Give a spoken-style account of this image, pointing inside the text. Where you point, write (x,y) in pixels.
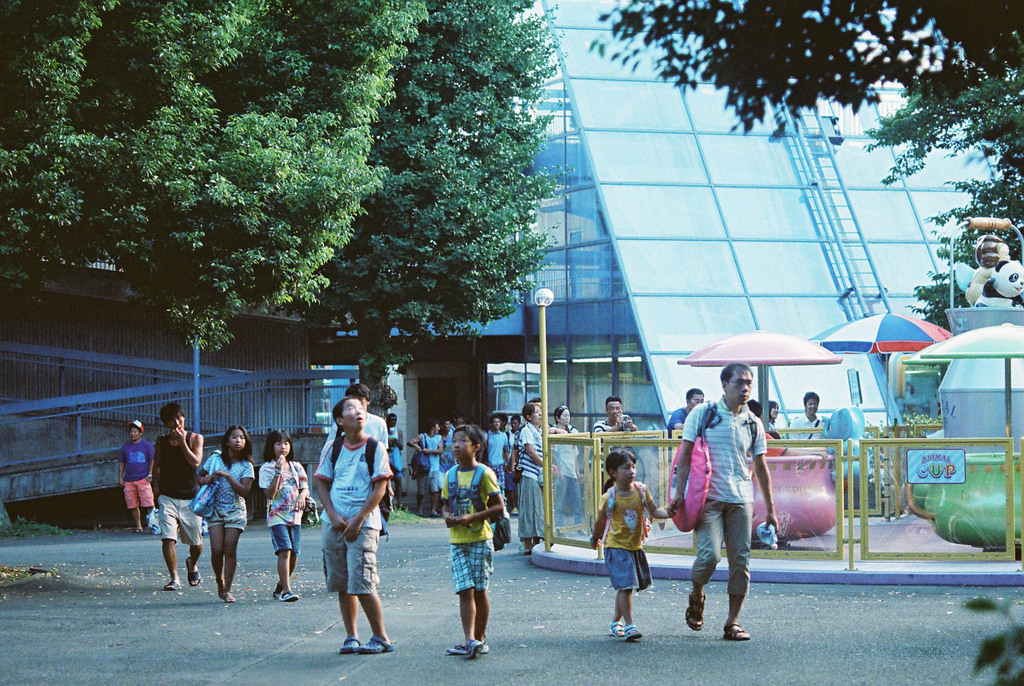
In this image I can see group of people (671,425) standing and I can see few light poles (546,423), few umbrellas (884,325) in multicolor. In the background (289,120) I can see few trees (289,120) in green color. I can also the glass building (622,284).
